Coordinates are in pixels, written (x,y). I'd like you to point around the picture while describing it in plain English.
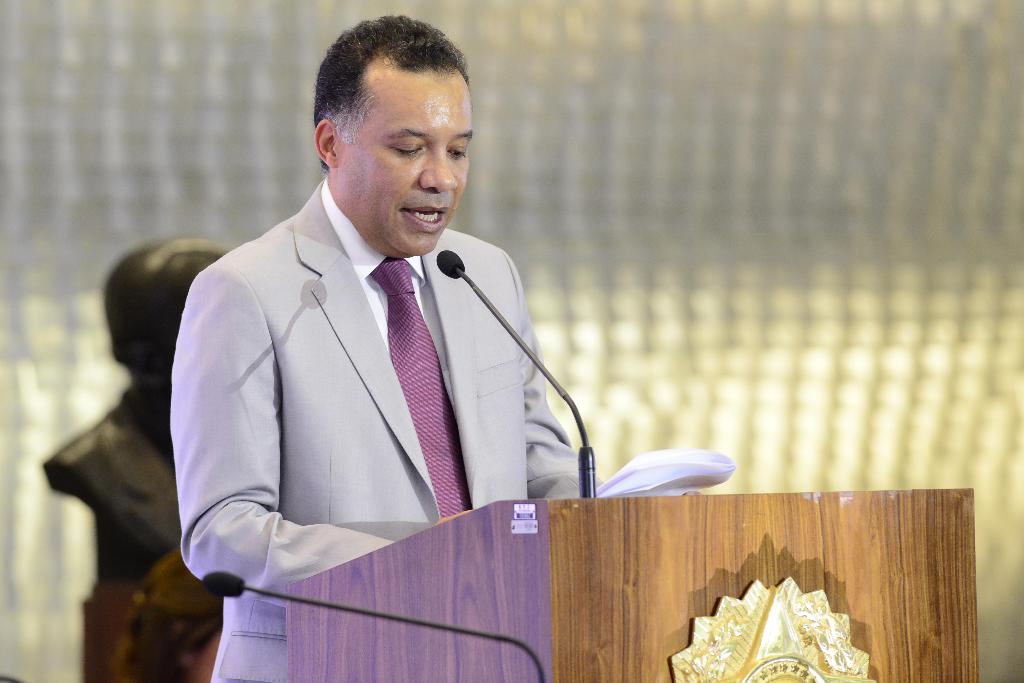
In the image I can see a person (421,456) who is wearing the suit (513,453) and standing in front of the desk (528,533) on which there is a mic (592,467) and a paper (622,478) and behind there is a statue (159,456).
